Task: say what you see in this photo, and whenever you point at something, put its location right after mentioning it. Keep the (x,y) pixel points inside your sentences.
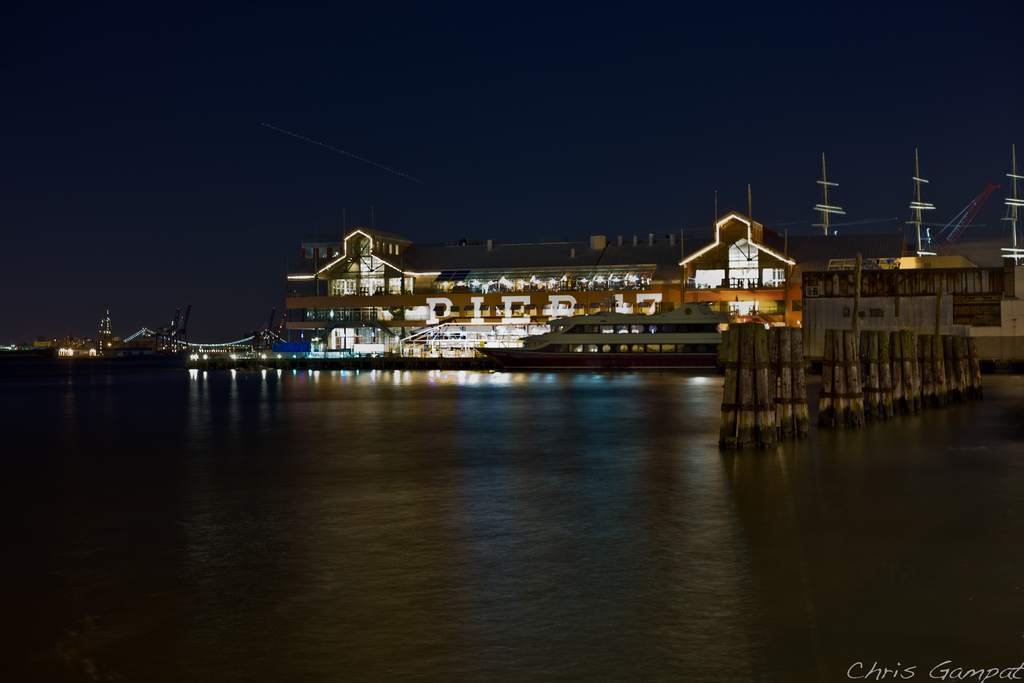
This picture shows couple of buildings (626,275) and we see a ship (673,348) in the water (509,405) and a bridge (180,346) and lighting (465,323) and we see few poles (842,333).
